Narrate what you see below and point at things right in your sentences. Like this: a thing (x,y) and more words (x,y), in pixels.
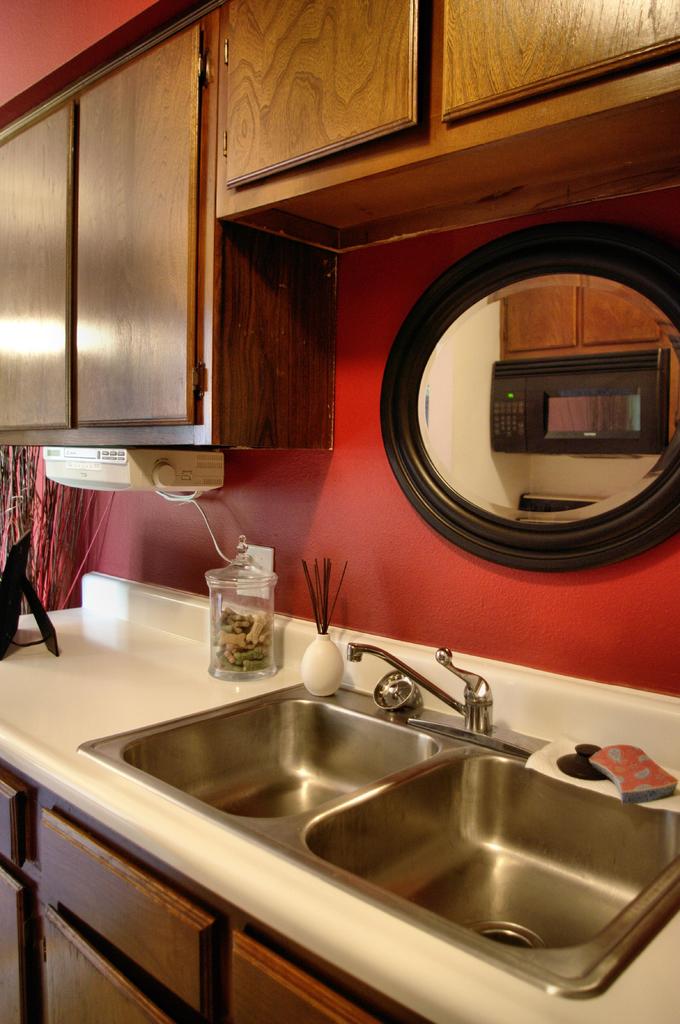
In this image I can see sinks (313,753) and a tap (463,709). I can also see some other objects (609,750) on a white color surface (150,801). Here I can see wooden objects (132,395).
